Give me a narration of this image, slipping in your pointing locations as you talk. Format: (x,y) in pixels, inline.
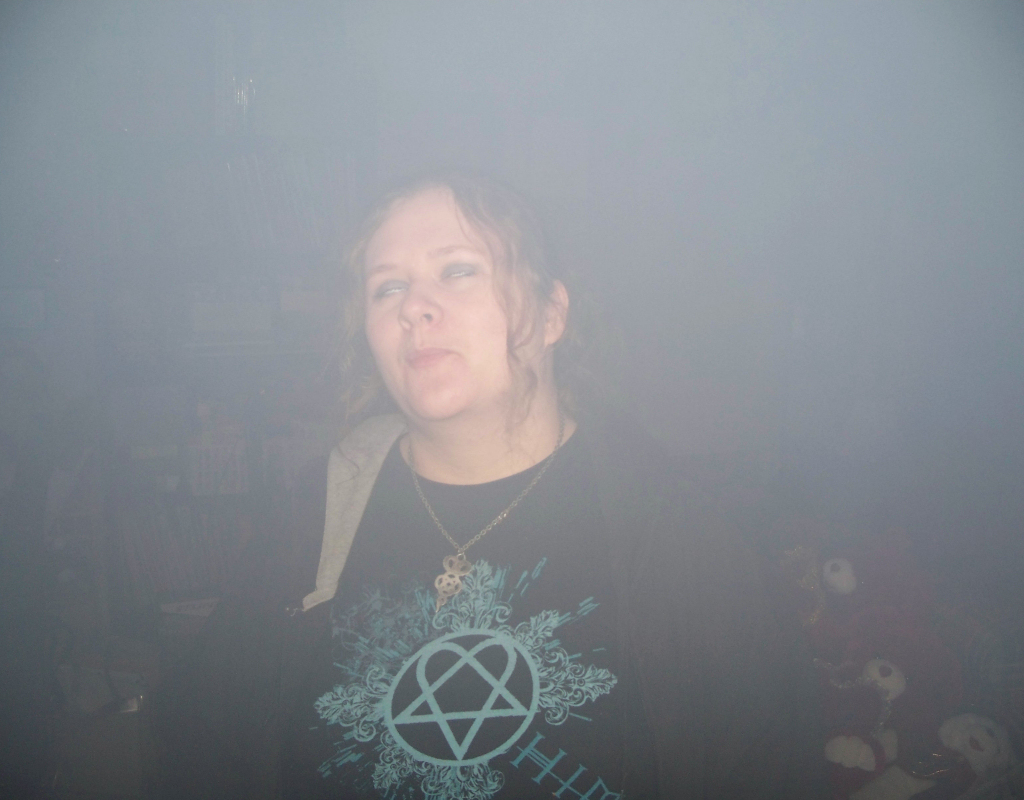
In the image there is a woman (521,627) and behind the woman (537,597) there is a soft toy (890,705).
